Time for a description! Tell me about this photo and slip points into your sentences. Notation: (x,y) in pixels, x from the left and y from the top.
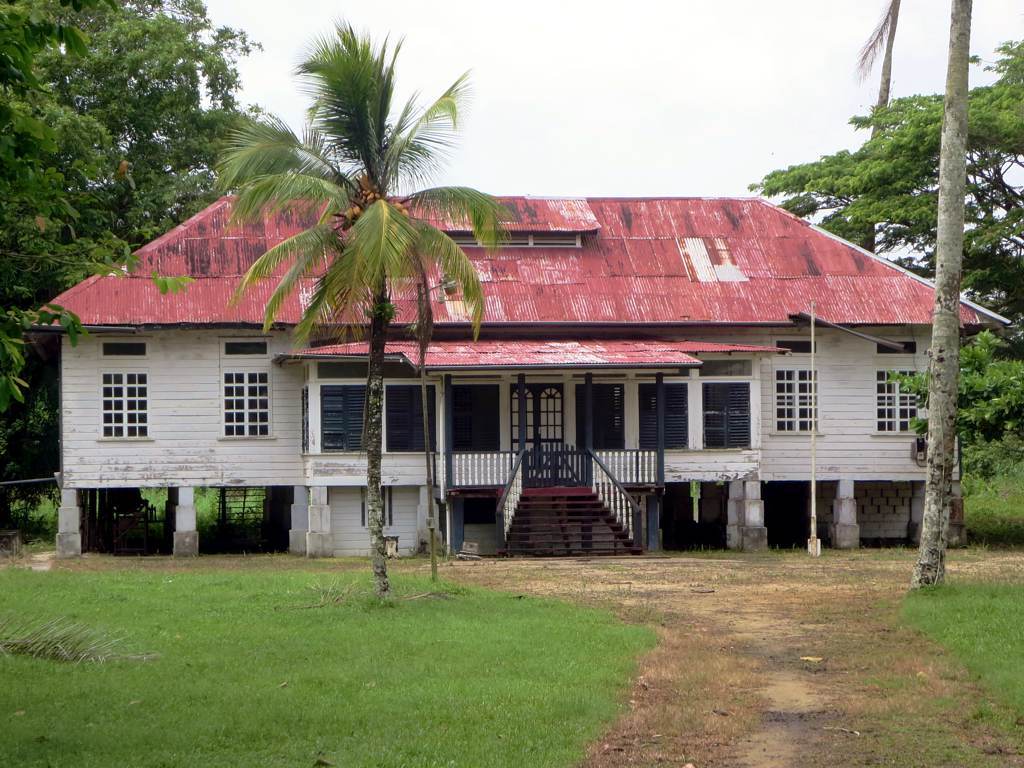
In the center of the image (435,338) there is a house (60,503). There is a tree (372,419). At the bottom of the image (234,698) there is grass (270,762). In the background of the image (35,507) there are trees (224,107).
